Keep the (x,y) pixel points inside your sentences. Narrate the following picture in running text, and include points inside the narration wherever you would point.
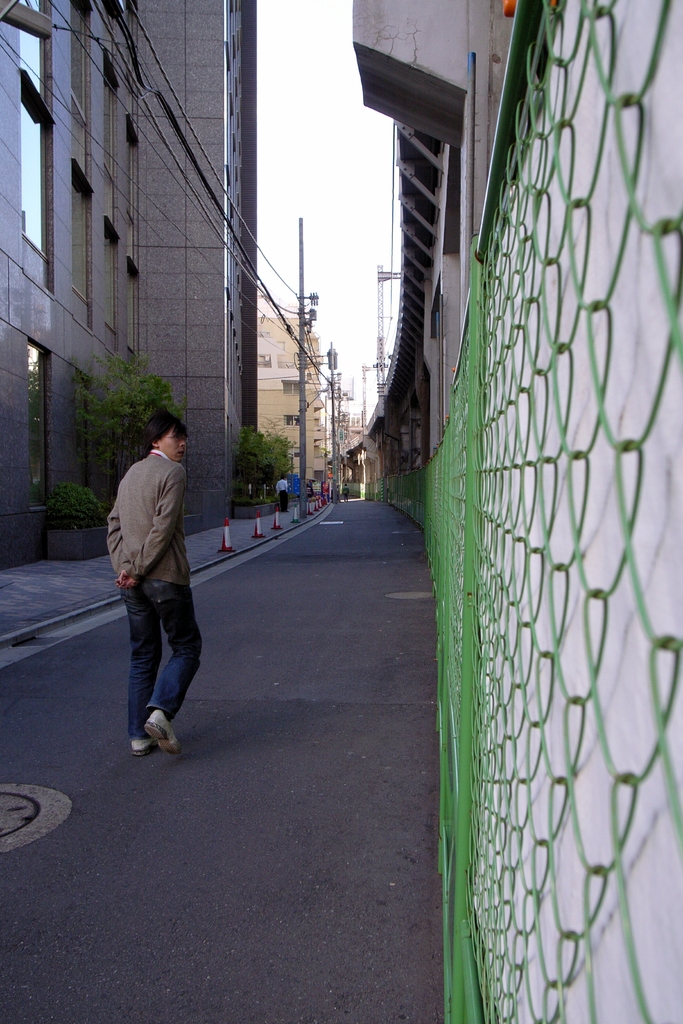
The picture is taken on the street (165,870) of a city (295,883). In the center of the picture (249,678) there is the road (288,761), on the road (215,621) there is a person (157,562) walking. In the background (249,383) there are current poles (302,463), cables (296,363), buildings (283,346), trees (279,456) and a person (284,485). On the left (80,203) there are buildings (99,280), windows (108,254), plants (106,400) and cables (163,111). On the right (473,245) there are building (443,176), net (582,378) and wall (594,852).
